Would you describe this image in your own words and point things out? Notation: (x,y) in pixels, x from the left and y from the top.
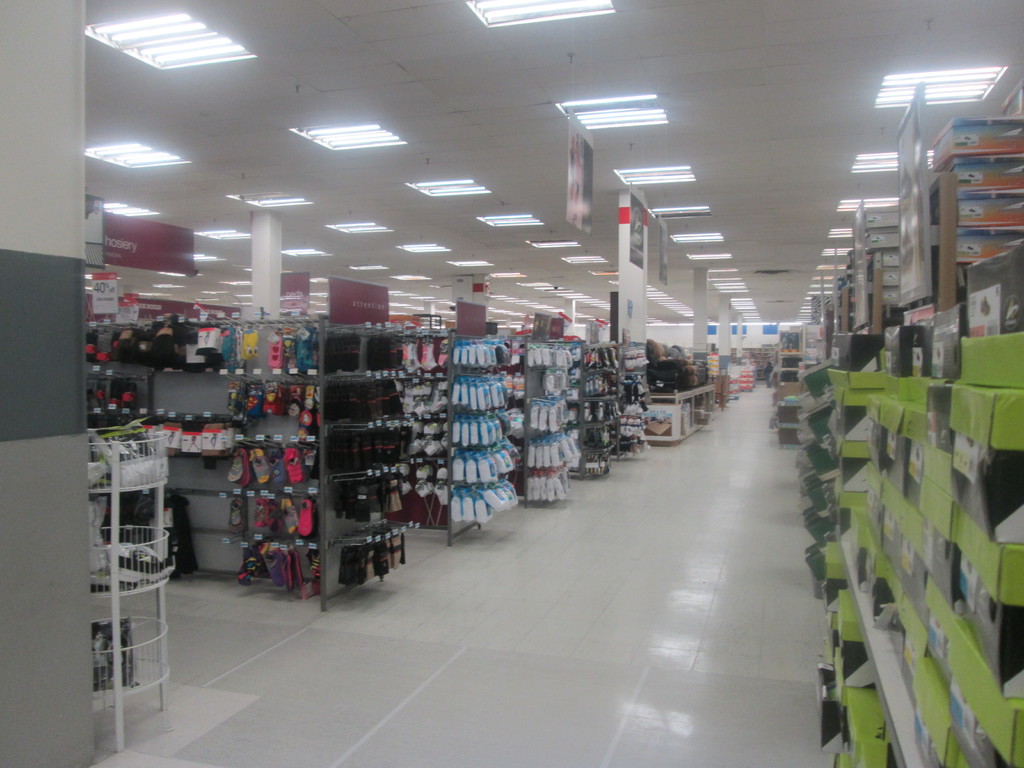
In this image I see the floor (736,463), number of racks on which there are colorful things (446,417) and I see number of boxes (813,373) over here and in the background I see the lights (127,48) on the ceiling (473,120) and I see the wall (77,134) over here.
